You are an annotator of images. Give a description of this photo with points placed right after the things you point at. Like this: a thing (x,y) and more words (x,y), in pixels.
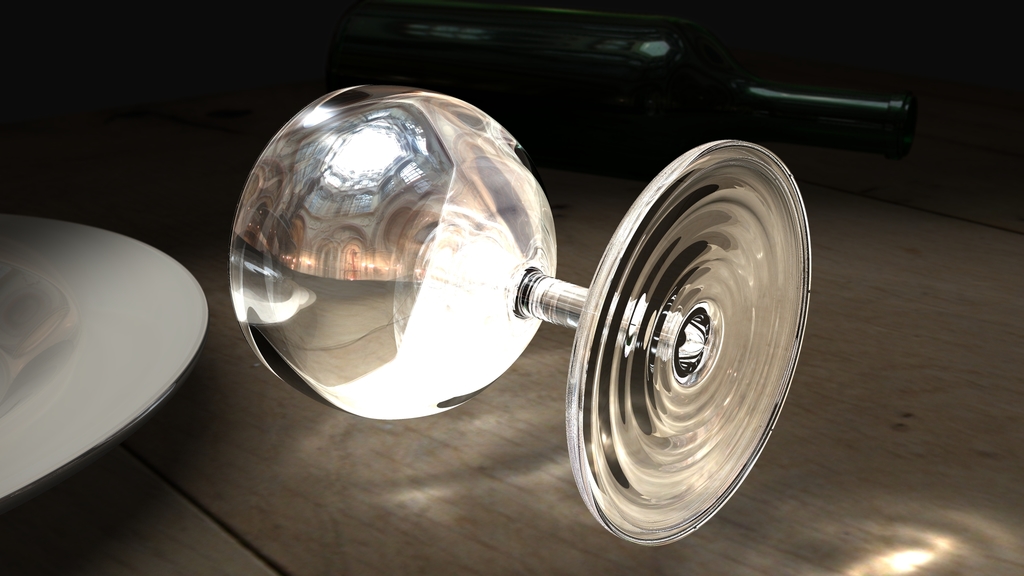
In this image I can see a glass (388,87) and in background (772,87) I can see a bottle (560,65). I can see this image is little bit in dark and here I can see white colour thing (82,361).
